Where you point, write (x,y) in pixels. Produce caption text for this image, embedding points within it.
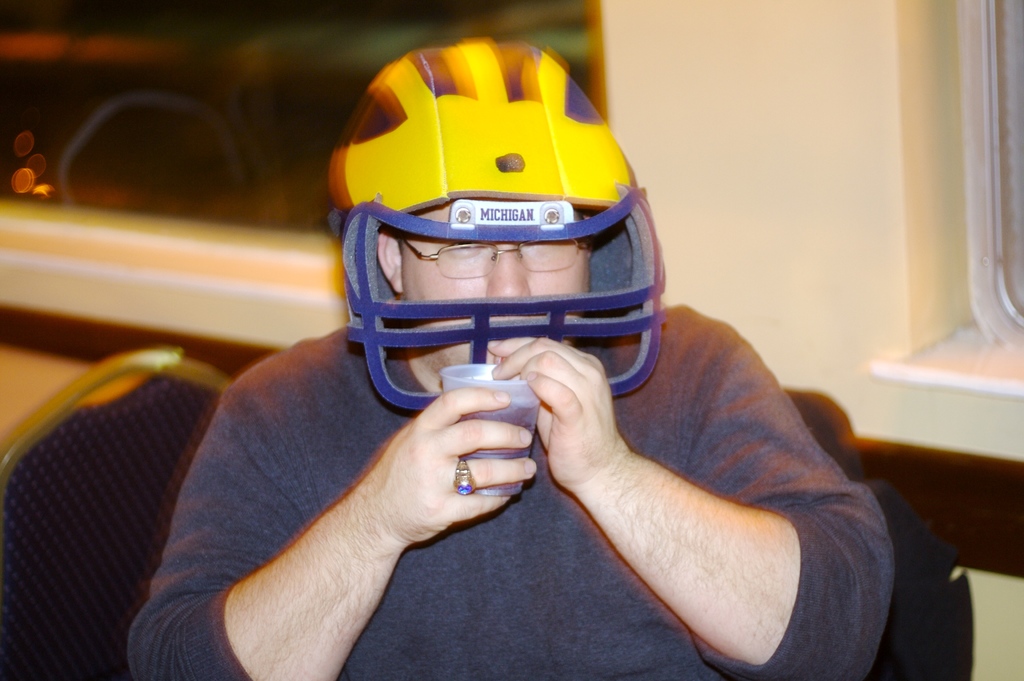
In this picture there is a man (387,512) who is wearing spectacle (454,275), helmet (418,334), t-shirt (559,533) and finger ring (466,472). He is holding a water glass (521,416) and sitting on the chair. In the back (285,145) I can see the windows (1020,231).
